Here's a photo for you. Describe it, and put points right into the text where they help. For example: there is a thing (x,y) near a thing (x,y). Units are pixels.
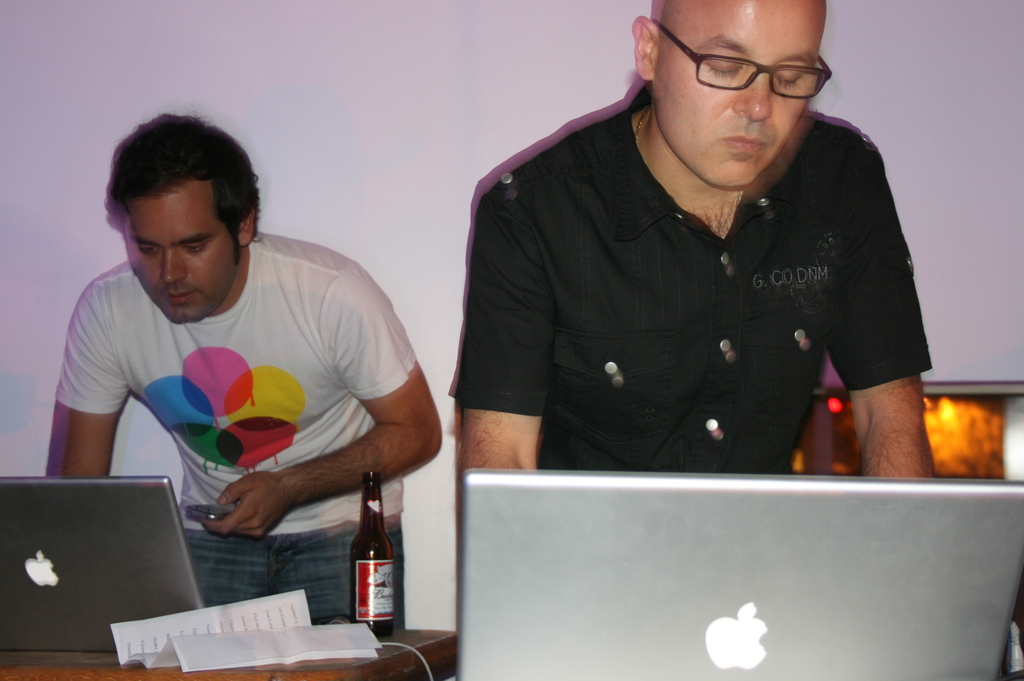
In this picture, There are some laptops (643,675) which are in ash color and there is a paper (243,643) on the table (262,667) there is a beer bottle (359,560) which is in brown color and there are some people (383,504) standing, In the background (327,124) there is a white color wall (327,86).
